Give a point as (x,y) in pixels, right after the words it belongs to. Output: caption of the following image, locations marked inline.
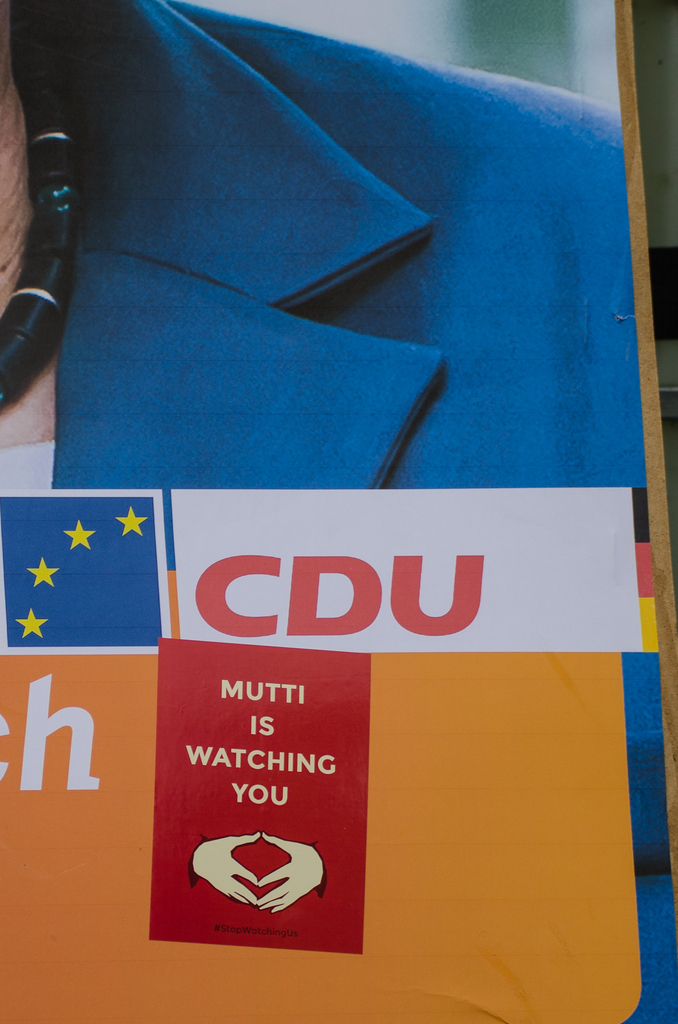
This image consists of a poster (409,570) on the board (655,381). It consists of a woman (34,177) wearing blue suit (269,416). At the bottom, there is a text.
